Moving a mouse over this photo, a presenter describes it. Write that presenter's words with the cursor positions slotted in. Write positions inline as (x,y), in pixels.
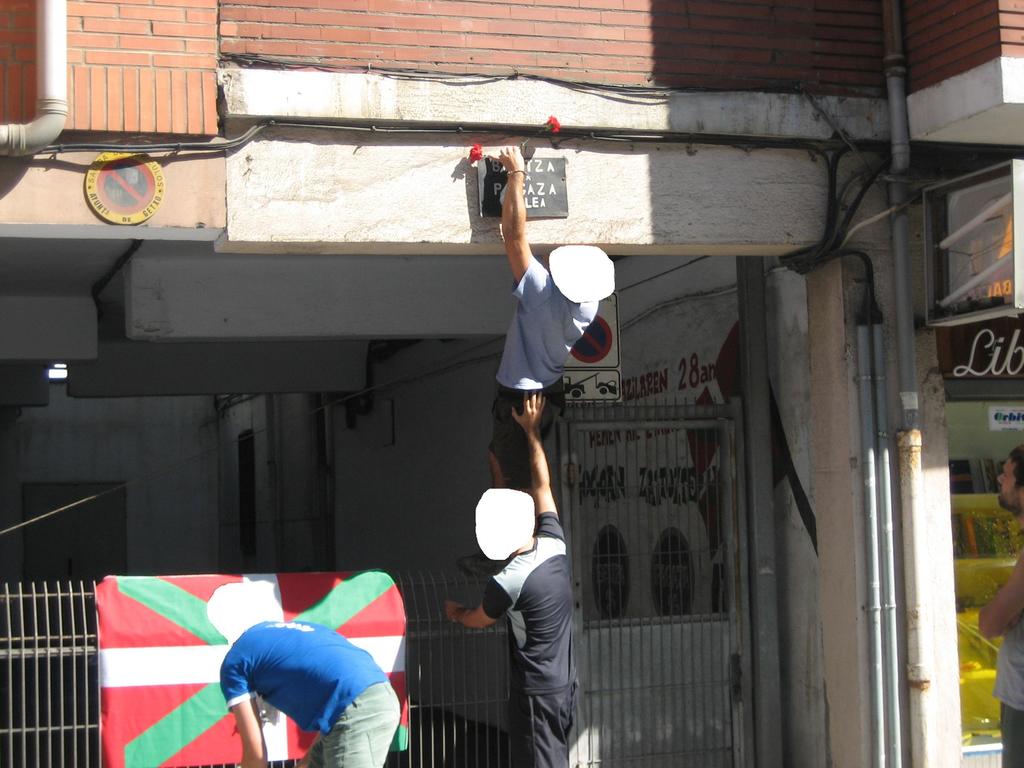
In the center of the image (549,298) we can see a man (528,300) is standing on the grilles (563,480) and wearing a mask (601,281) and holding a board (535,208). In the background of the image (189,529) we can see the building (441,218), boards (934,286), wall (393,156), pipes (910,378), poster (668,490) on the wall (836,421). At the bottom of the image (442,676) we can see the grilles (36,698), the flag (196,659) and two people (525,621) are standing and wearing the masks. On the right side of the image (985,214) we can see the boards (975,369), store (952,498) and a man (1001,644) is standing.
